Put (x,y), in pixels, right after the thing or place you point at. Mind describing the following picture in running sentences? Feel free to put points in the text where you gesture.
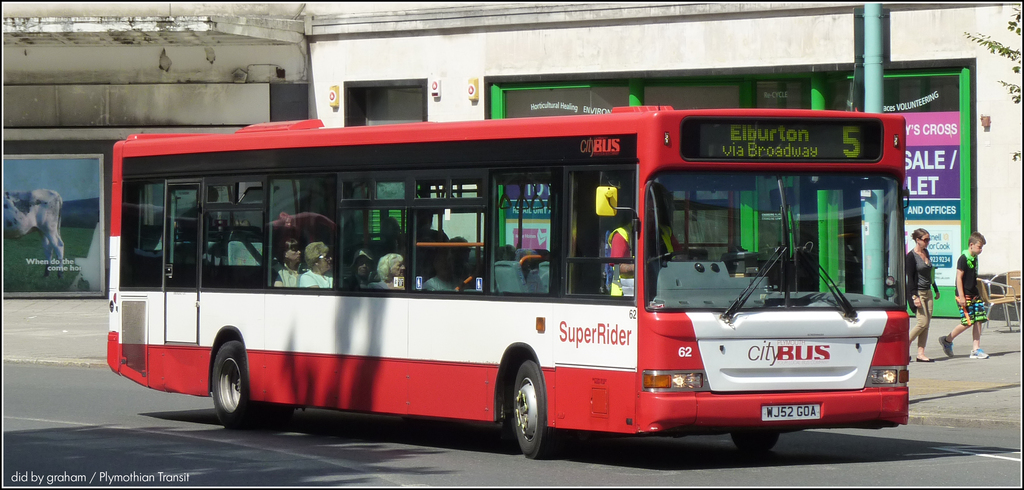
There are people (310,245) inside a bus (520,348) and there are two people (974,294) walking. We can see road (227,466) and boards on pole (879,55). In the background (146,63) we can see posters (49,213), walls (1001,232), chairs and leaves (1016,91). In the bottom left side of the image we can see text (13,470).
